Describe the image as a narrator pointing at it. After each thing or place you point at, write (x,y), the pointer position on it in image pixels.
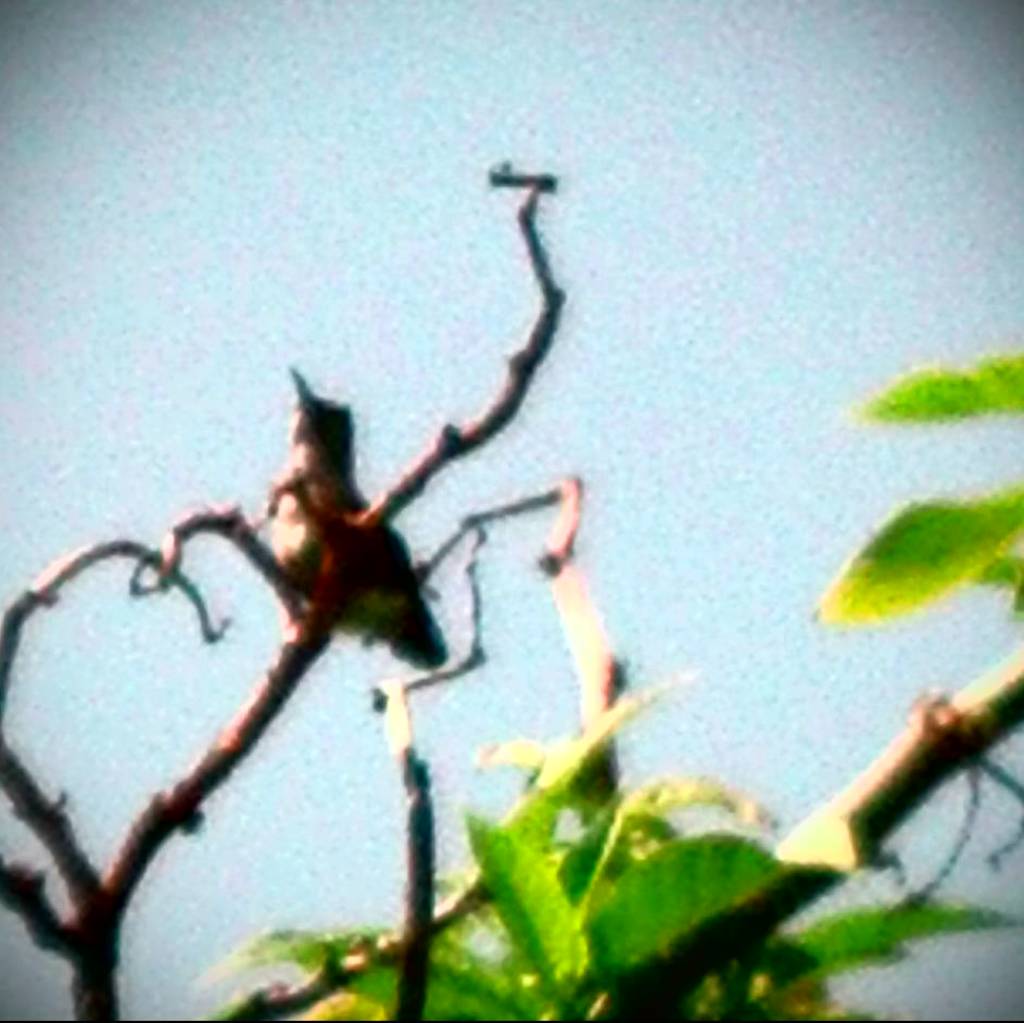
In this image we can see leaves (554,1010) and a bird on the stem (237,735).
